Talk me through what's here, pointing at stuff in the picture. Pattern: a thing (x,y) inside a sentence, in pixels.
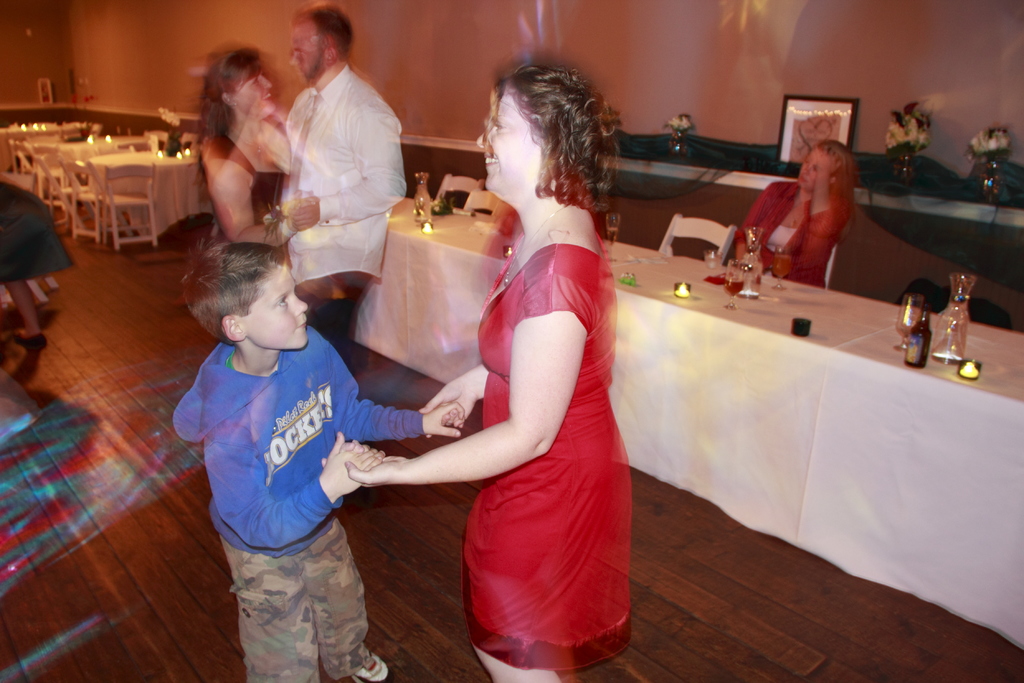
In this image in the middle (584,350) there is a woman (584,350), she wears a dress (557,621), in front of her there is a boy (322,447), he wears a jacket (275,438), trouser (303,595). At the top (335,155) there is a man (335,155), he wears a shirt (331,218), trouser (359,288), in front of him there is a woman (278,159), she wears a dress (275,171). On the right (795,240) there is a woman (804,223), she wears a suit (804,223), she is sitting. In the middle (668,347) there is a table (829,361) on that there are bottles (956,349), glasses (729,290) and lights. In the background (148,158) there are tables (109,158), chairs (104,183), people (70,266), photo frames (813,139), flower vases (903,160), lights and a wall (647,62).
